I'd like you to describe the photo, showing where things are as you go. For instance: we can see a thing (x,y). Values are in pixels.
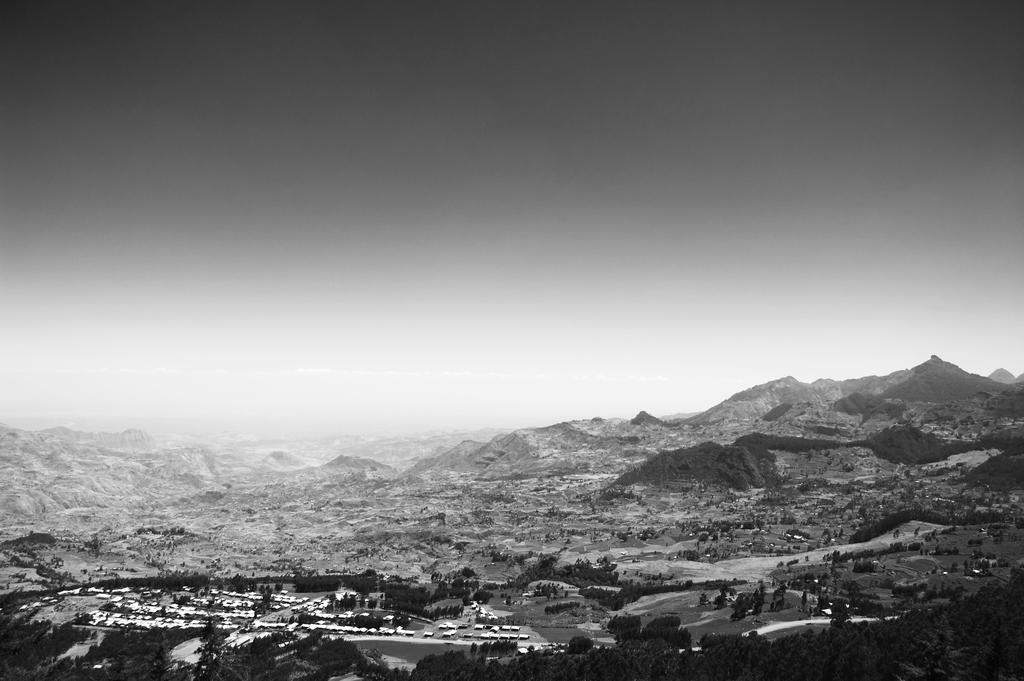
At the bottom of the picture (628,653), we see the trees (714,658). Behind that, there are many buildings (310,625). There are trees (398,604) and hills (383,455) in the background (635,437). At the top (569,185), we see the sky (573,226). This is a black and white picture.
